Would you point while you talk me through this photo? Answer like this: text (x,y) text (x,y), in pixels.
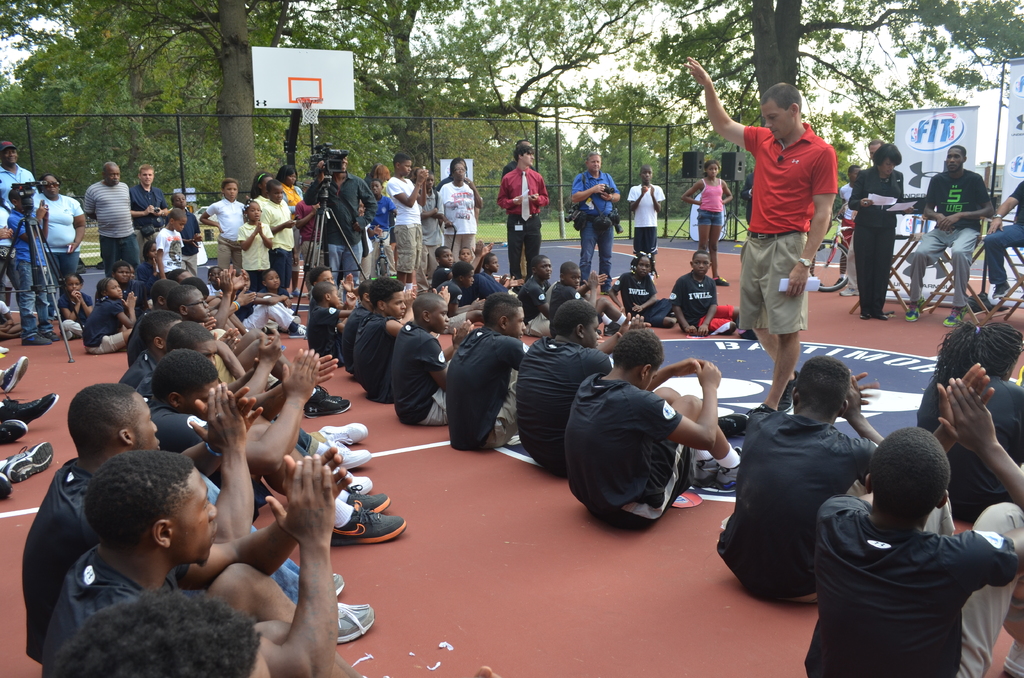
This image is taken outdoors. At the bottom of the image (471,581) there is a ground (427,538). In the background (156,130) there is a fencing (419,130) and there are many trees (449,96) and plants (679,159). In this image there are many people (119,495), a few (430,380) are sitting on the ground (358,410) and a few (761,296) are standing and there are two cameras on the camera stands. On the right side of the image (924,222) two men (938,218) are sitting on the chairs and there are two banners (1008,188) with text (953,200) on them. This image is taken in a basketball court (833,276).
